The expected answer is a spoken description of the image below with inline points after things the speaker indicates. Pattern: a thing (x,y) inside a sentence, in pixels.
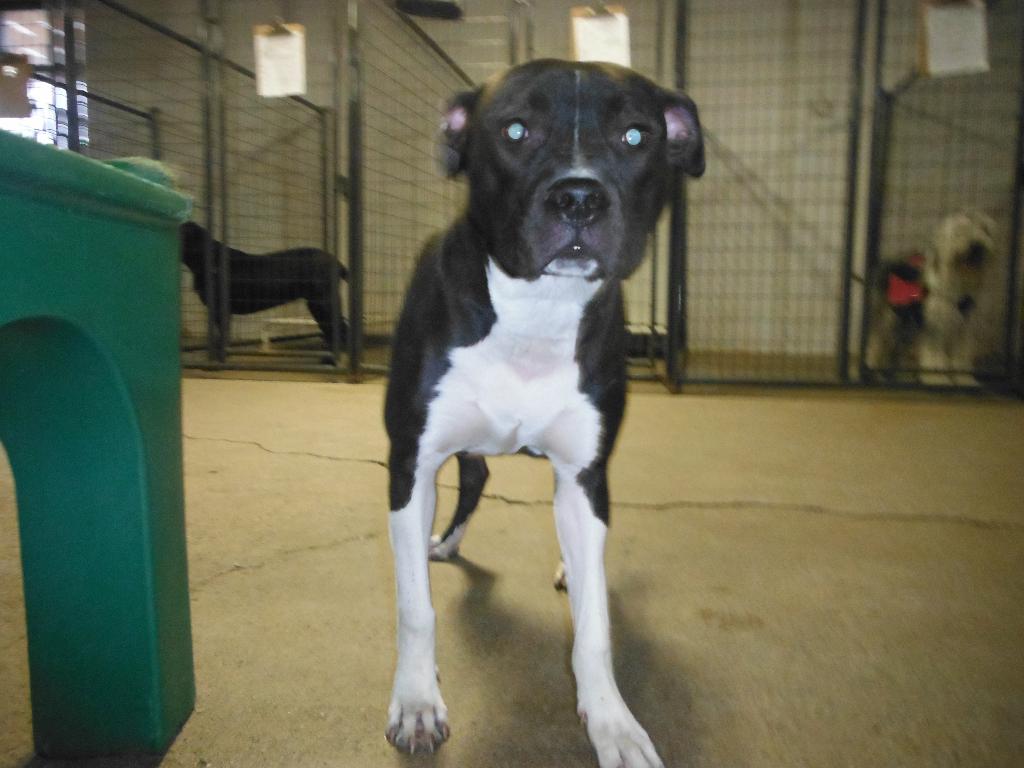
In this image there are dogs (621,304) and we can see boards (285,29). On the left (34,225) there is a bench (92,208) and we can see grills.
